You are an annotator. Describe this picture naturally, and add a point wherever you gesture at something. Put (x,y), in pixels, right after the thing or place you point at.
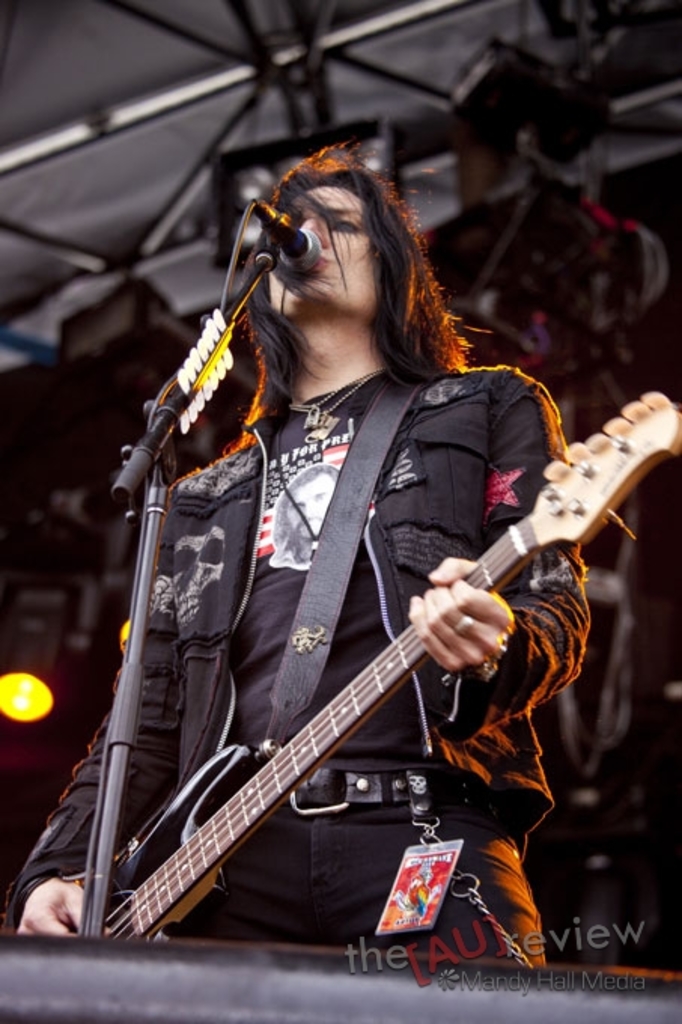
In this image I can see a person (303,182) is standing and holding a guitar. Here I can see a mic (270,223).
